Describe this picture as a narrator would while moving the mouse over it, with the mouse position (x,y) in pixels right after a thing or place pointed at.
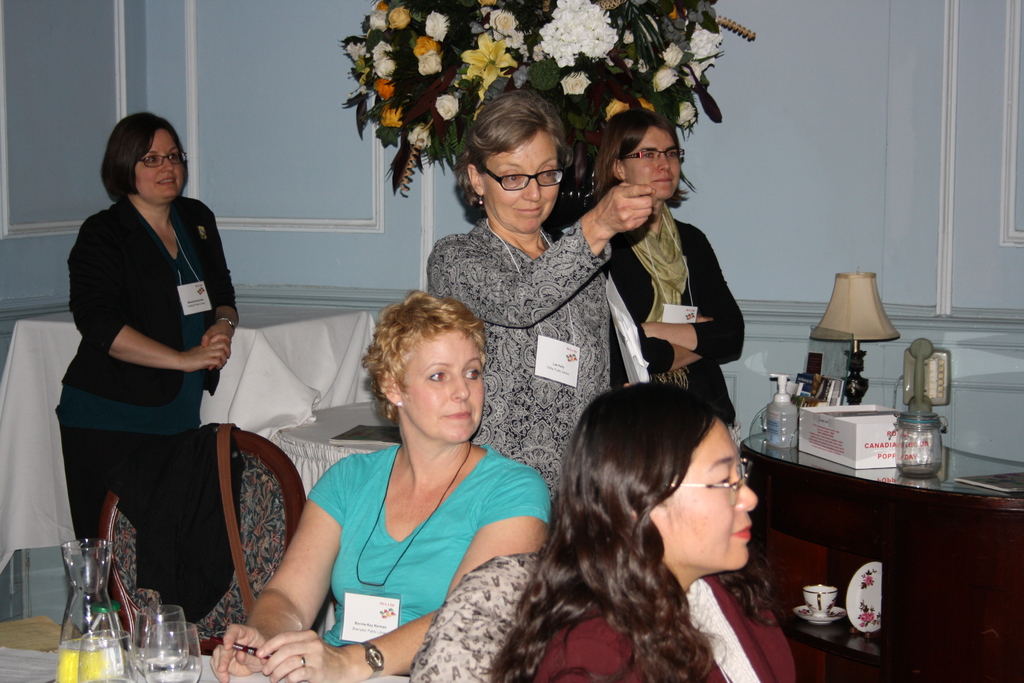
In this image I can see some people (461,466). I can see some objects (900,457) on the table (899,482). In the background (397,117), I can see the wall (335,134) and flowers (462,83).
